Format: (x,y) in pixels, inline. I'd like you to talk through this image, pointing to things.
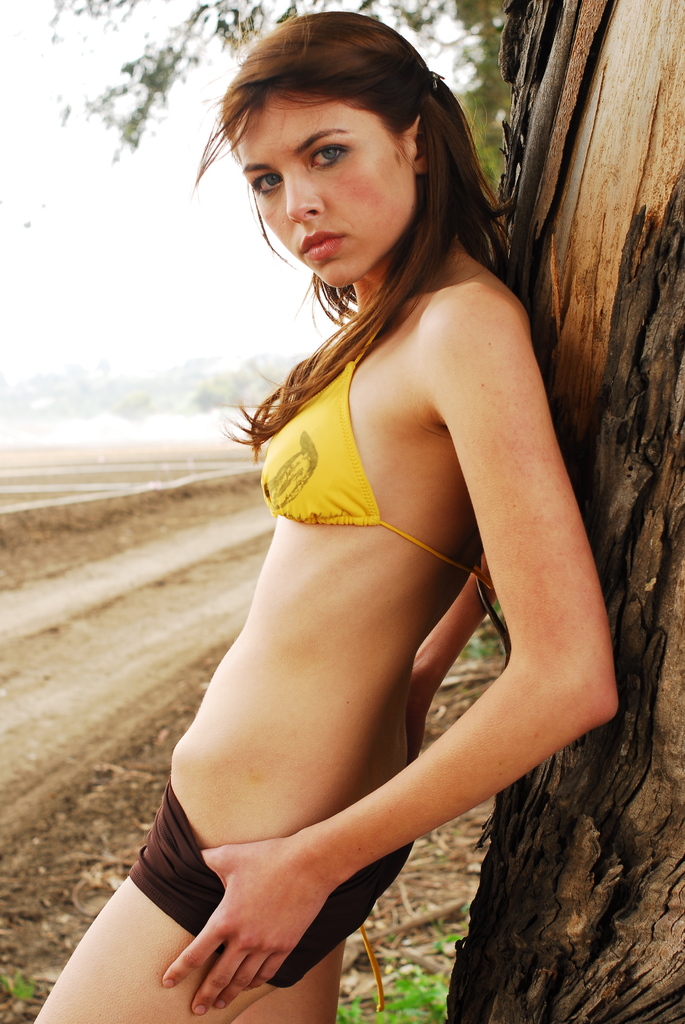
In this image I can see a woman (315,538) is standing in the front (506,291). On the right side of this image (539,995) I can see a tree trunk (671,905) and in the background (115,90) I can see green colour leaves (486,119). On the bottom side of this image (401,1012) I can see grass (425,1022).
